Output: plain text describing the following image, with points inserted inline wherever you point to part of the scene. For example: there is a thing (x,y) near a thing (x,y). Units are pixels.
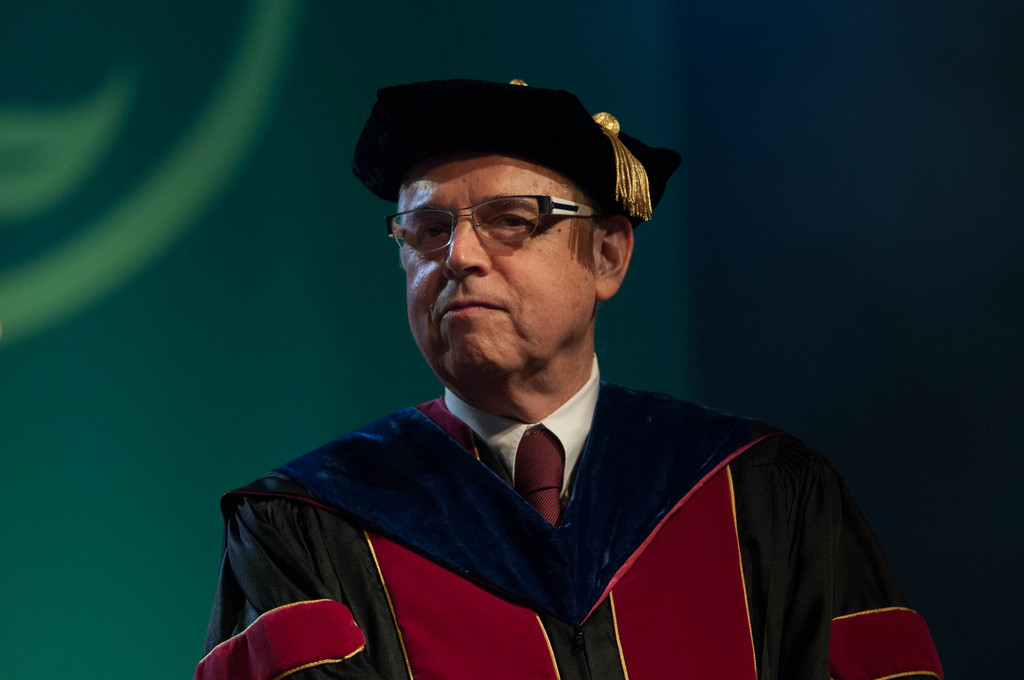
In this image I can see a man (385,446) in the front (468,354) and I can see he is wearing a specs (416,239), a black colour cap (609,179), shirt (552,421), a tie (552,497) and a coat (521,526). I can also see this image is little bit blurry in the background (200,584).
